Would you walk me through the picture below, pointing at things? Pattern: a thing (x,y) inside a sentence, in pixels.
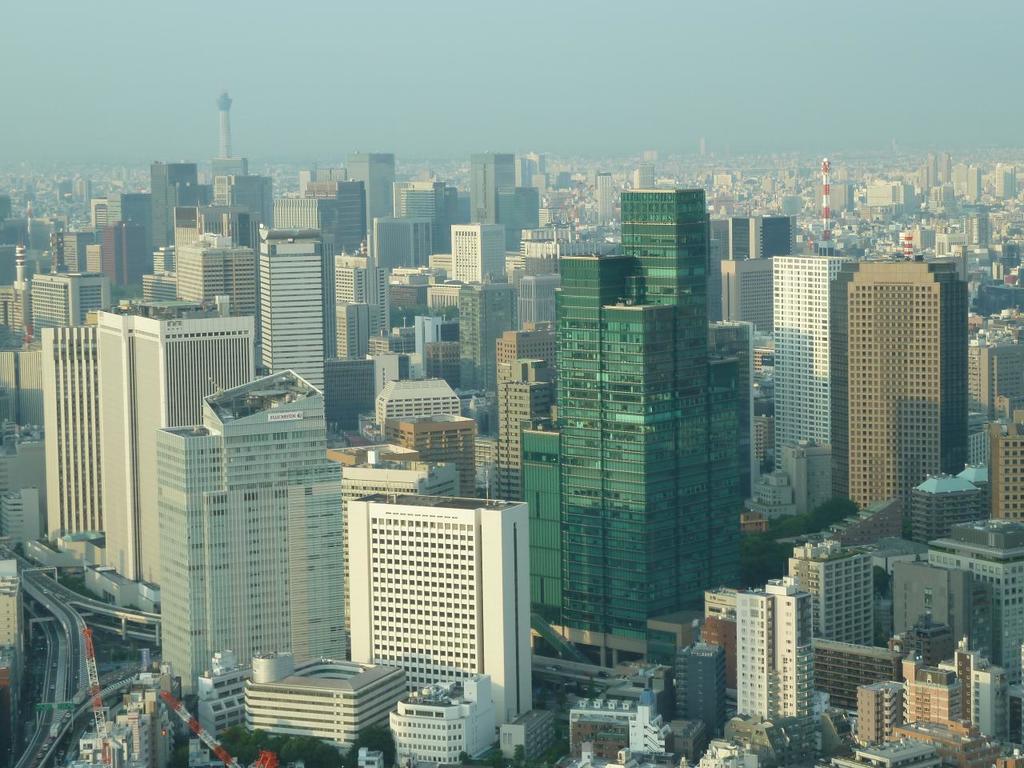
In this image we can see the aerial view of the city (163,405). There are so many buildings (263,347) in the middle (366,431). At the bottom (64,664) there are roads (64,664) on which there are vehicles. We can see that there are so many buildings (815,234) one beside the other. At the top (584,73) there is sky (584,73).
